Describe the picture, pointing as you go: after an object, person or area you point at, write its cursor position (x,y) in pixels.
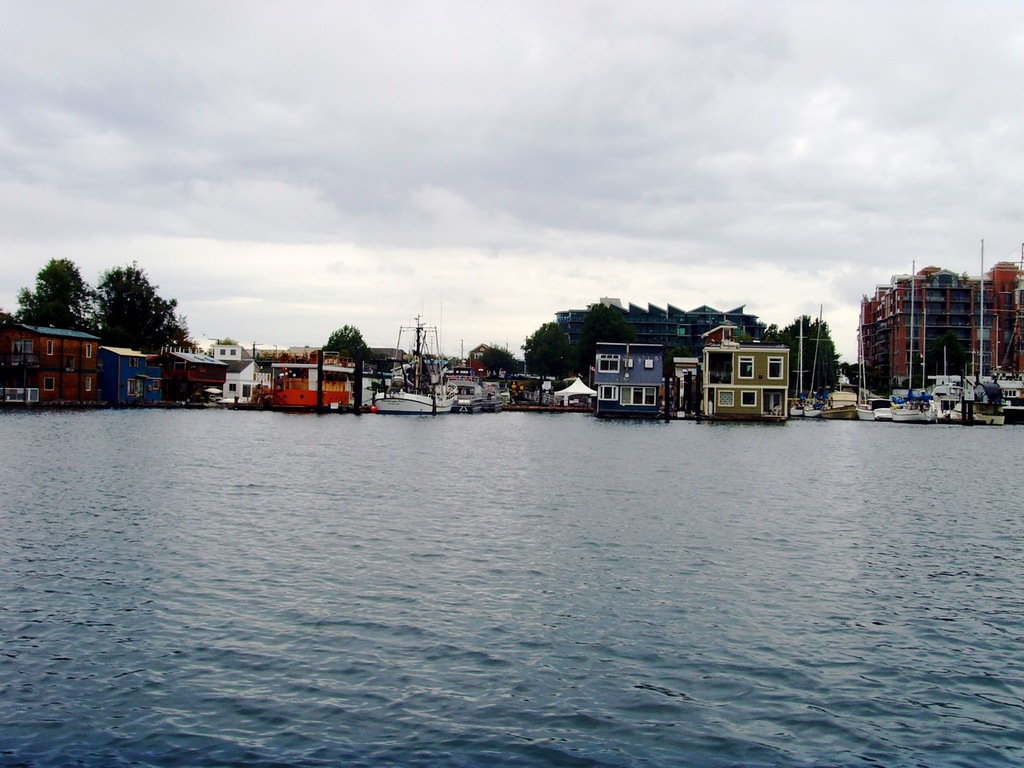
In this image I can see buildings (718,365) and boats (459,378) on the water (673,426). Here I can see poles (913,294) and trees (170,338). In the background (501,155) I can see the sky (501,144).
